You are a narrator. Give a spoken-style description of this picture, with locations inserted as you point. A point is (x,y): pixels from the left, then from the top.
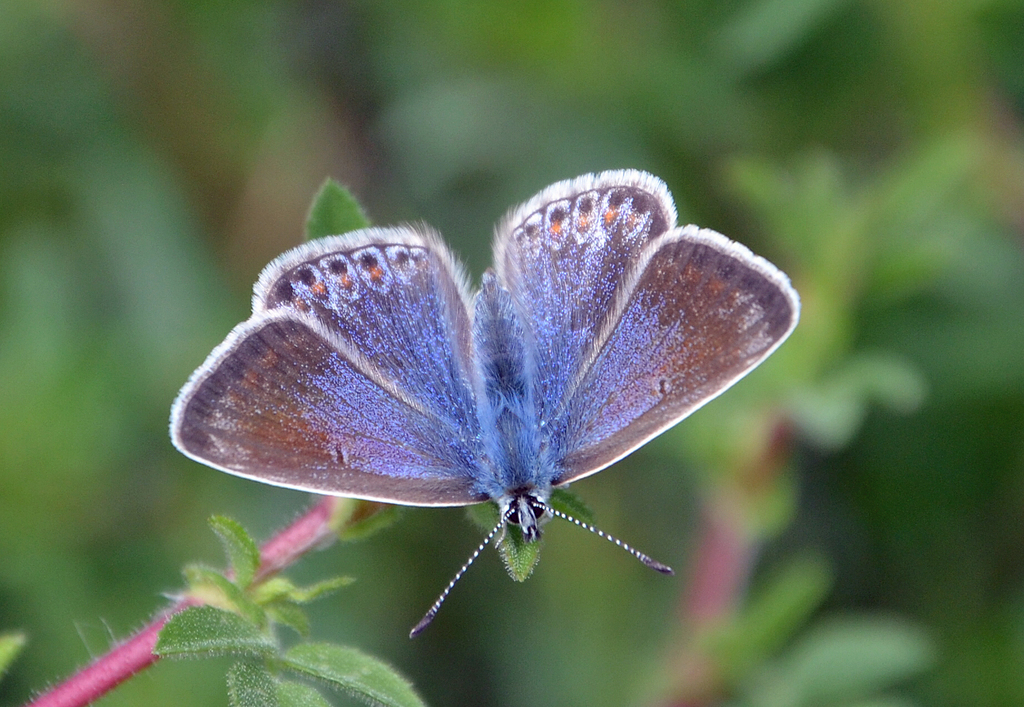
There is a butterfly (465,354) in the foreground area of the image (541,533) on a leaf (558,497) and the background (495,596) is blurry.
